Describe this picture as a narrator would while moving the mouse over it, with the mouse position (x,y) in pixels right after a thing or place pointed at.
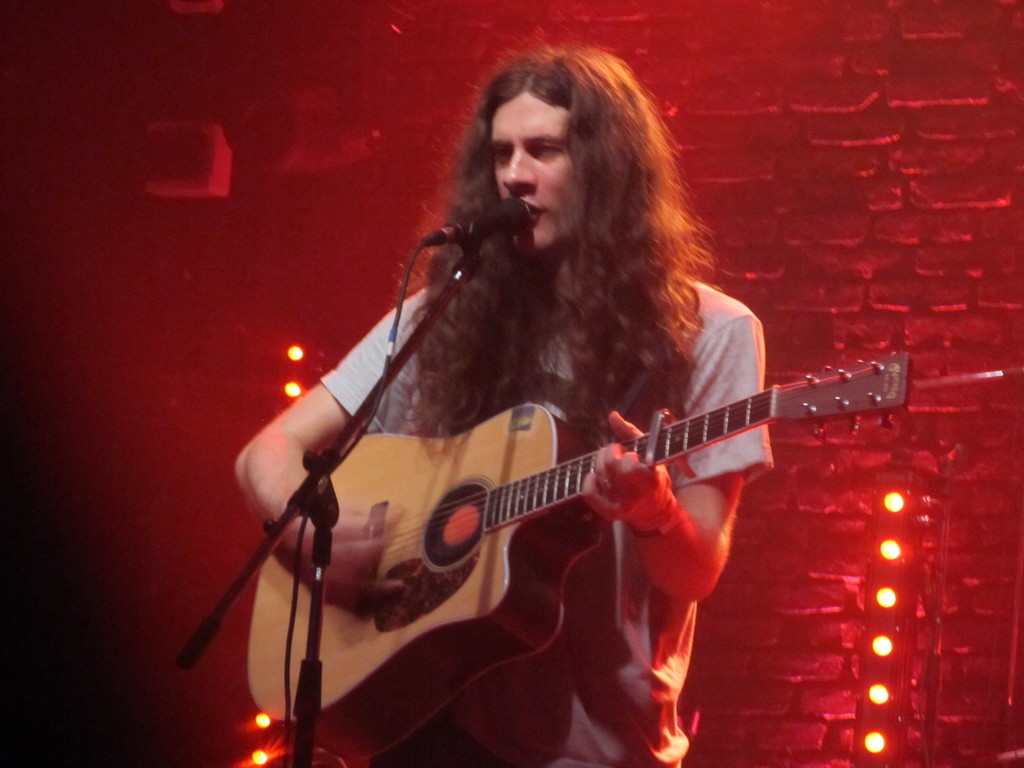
A person (549,277) is standing, playing the guitar (595,523) along with that singing a song this is the microphone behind him there are red color lights (886,508).
